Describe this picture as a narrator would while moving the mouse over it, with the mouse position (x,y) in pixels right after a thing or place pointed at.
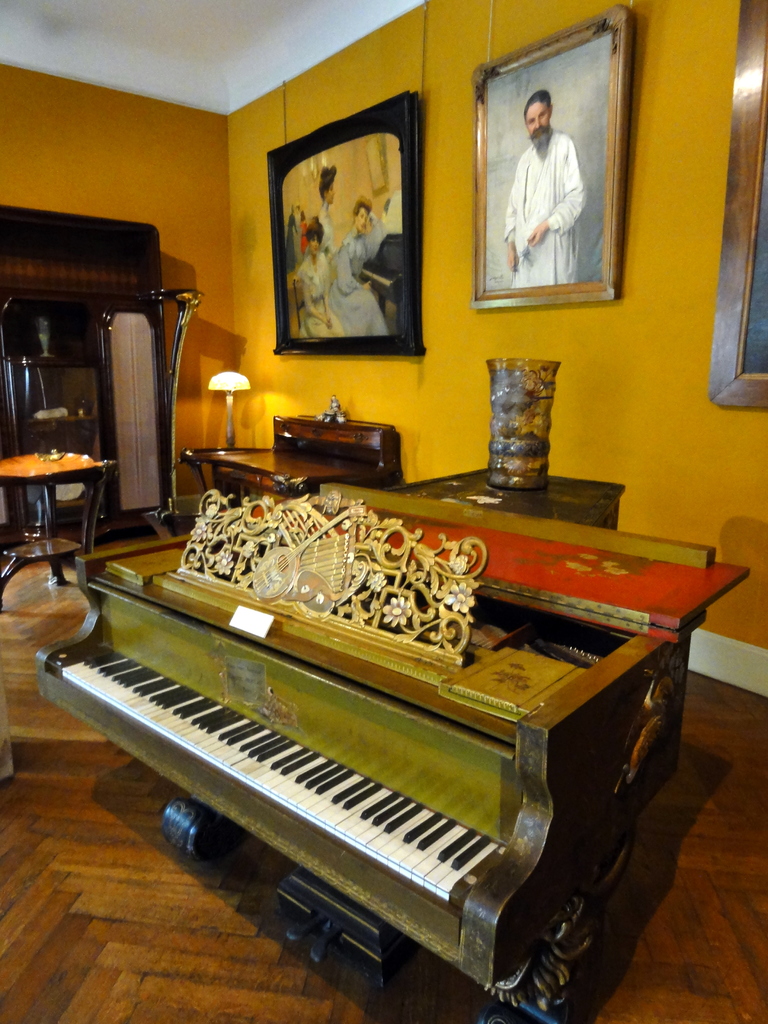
This picture is clicked inside the room (642,968). In the foreground (514,782) we can see a piano (408,718) and there are some objects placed on the top of the table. In the background (174,175) we can see the wall (162,162), picture frames (383,175) hanging on the wall (657,520) and we can see a lamp (221,383), tables (51,519), wooden cabinet (128,365) and some other objects (344,413).
